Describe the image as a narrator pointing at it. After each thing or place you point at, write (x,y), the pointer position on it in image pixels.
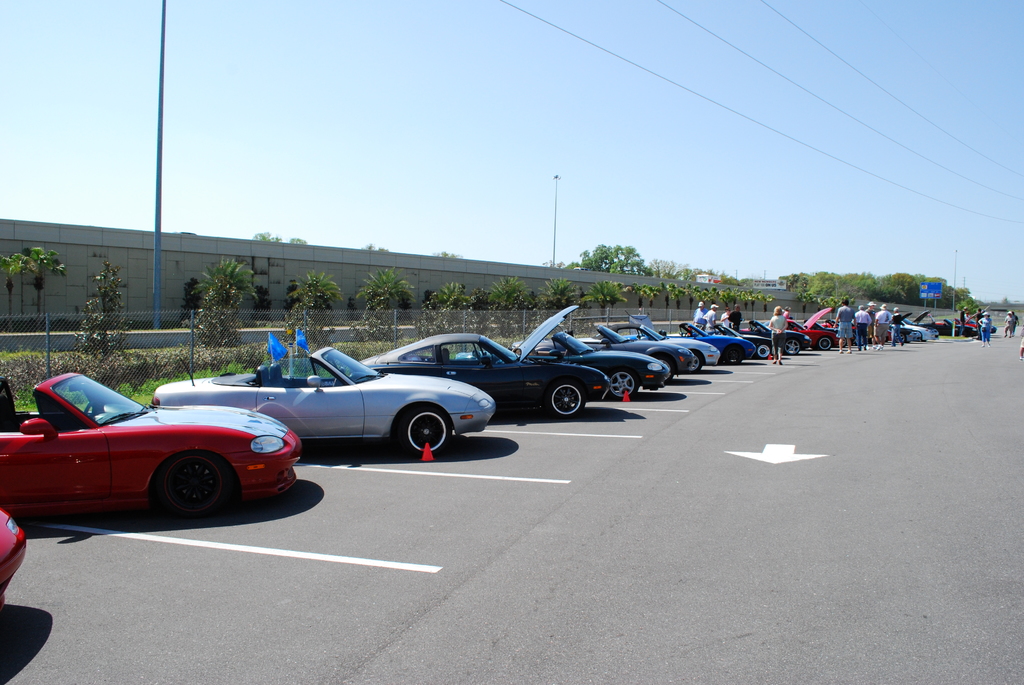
In this image we can see few cars (556,388) parked on the road (742,476), there are few people (880,342) standing near the car (730,337), there is a fence (405,323), few plants (228,360), trees (666,292) near the wall (353,271), a board (930,296), poles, wires (884,136) and the sky (599,141) on the top (701,142).
